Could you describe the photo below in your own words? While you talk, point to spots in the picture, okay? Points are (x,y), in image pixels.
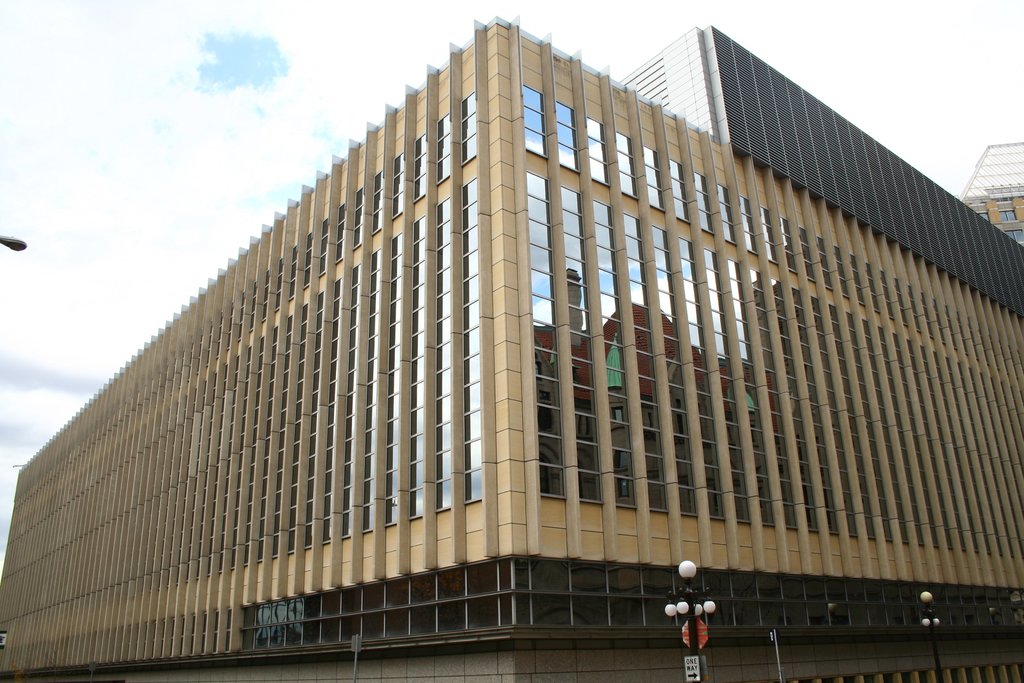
In this picture I can observe cream color building (389,580). There are glasses (554,355) in this building (470,406). I can observe some poles (697,639) to which lights (697,601) are fixed, on the right side (684,604). In the background (256,115) there is a sky (393,45) with some clouds (185,110).
